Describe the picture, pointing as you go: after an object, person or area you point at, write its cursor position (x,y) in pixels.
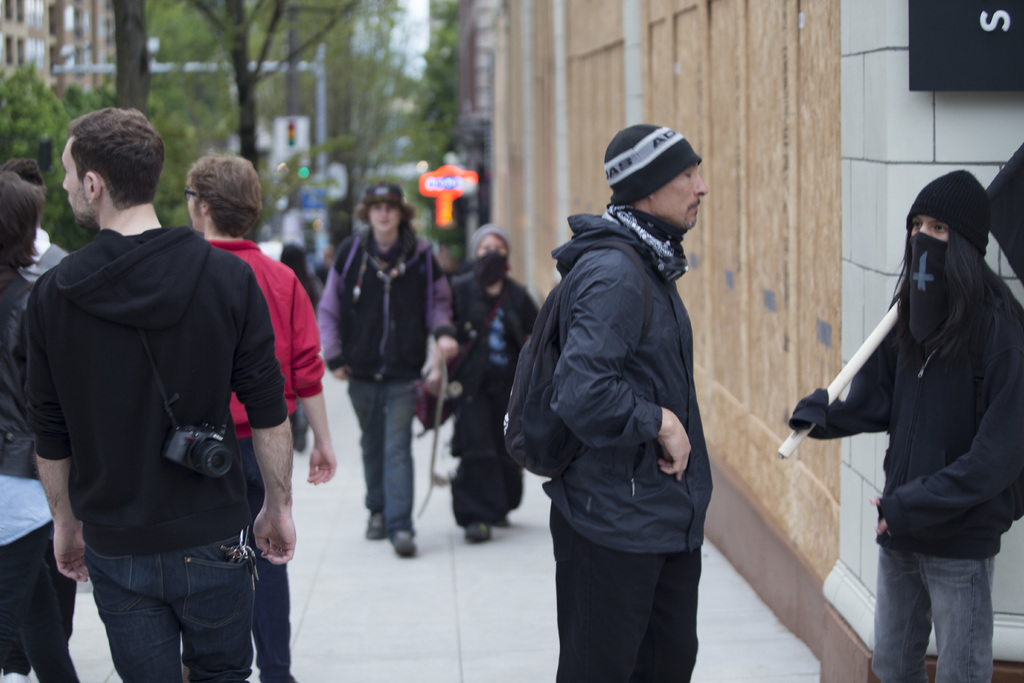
In this image I can see number of people (311,369) are standing and I can see most of them are wearing jackets (414,345). On the right side of this image (696,205) I can see two persons (697,192) are wearing caps (626,138) and one of them is carrying a bag (519,396). On the top right corner of this image (1005,3) I can see a black colour thing (1018,7) and on it I can see something is written. In the background (75,101) I can see number of trees (270,118), few poles (292,98), few buildings (43,45) and I can see this image is little bit blurry in the background (264,204). On the left side of this image (124,123) I can see a person (162,433) is carrying a camera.
